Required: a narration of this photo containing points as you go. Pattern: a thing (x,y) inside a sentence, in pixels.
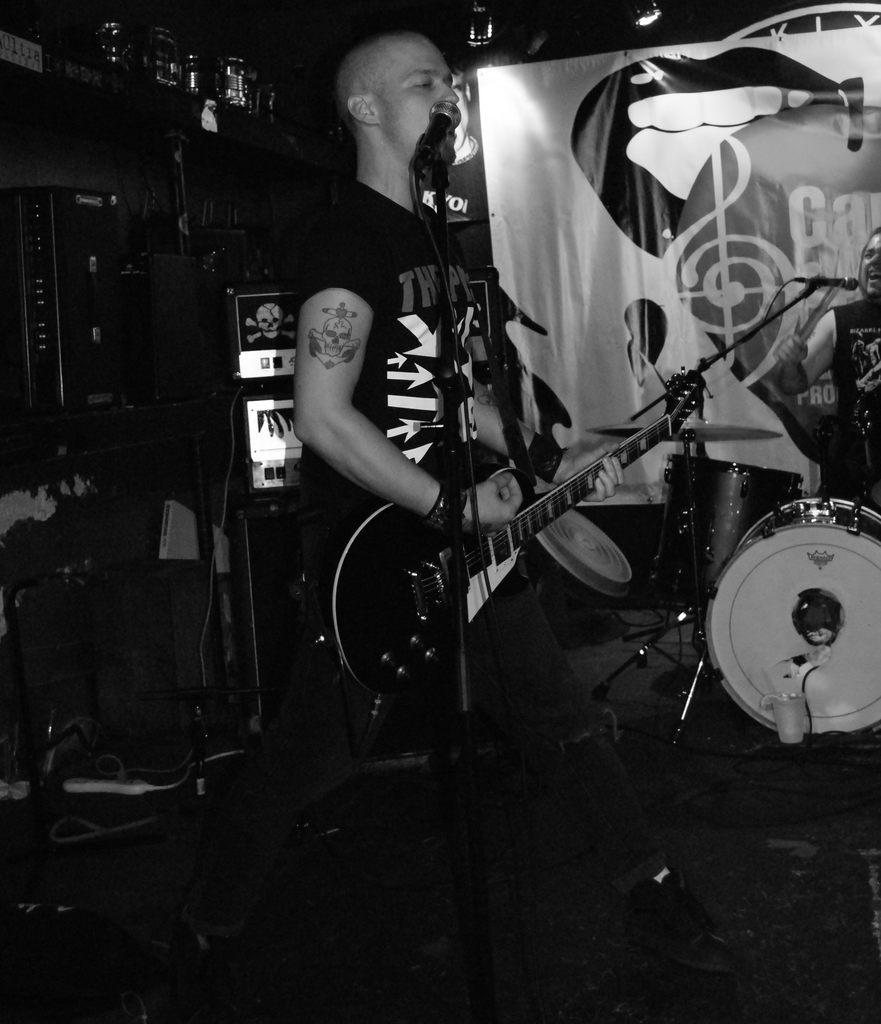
This picture shows a man (436,260) standing and playing a guitar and singing with the help of a microphone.
